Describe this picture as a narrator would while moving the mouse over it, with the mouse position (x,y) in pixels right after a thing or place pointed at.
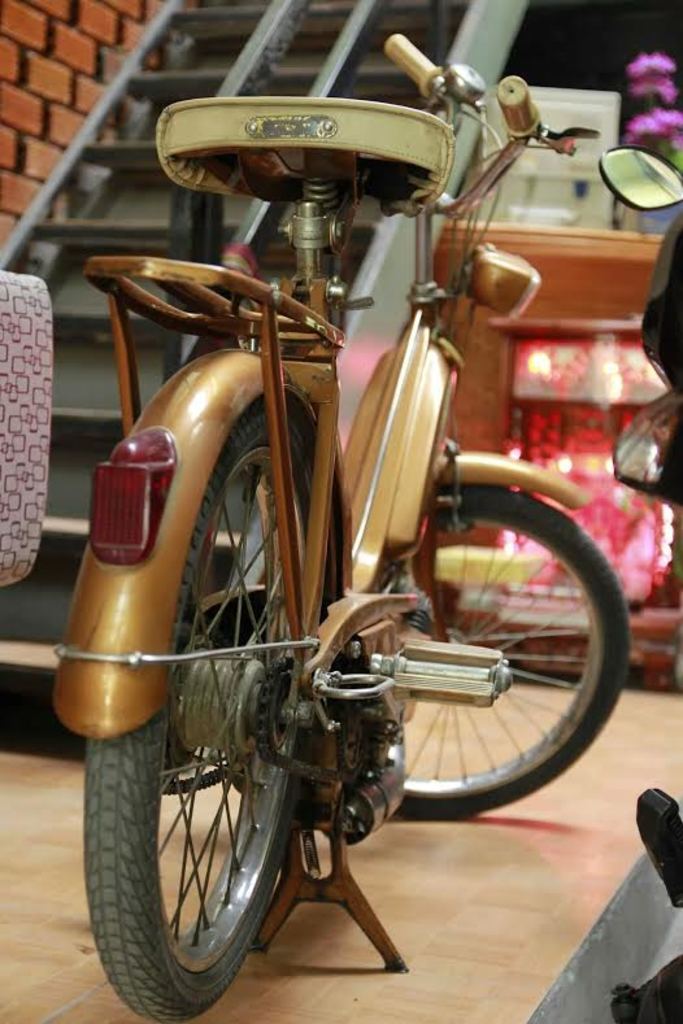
In this picture we can see a bicycle (288,708) on the path (322,1021) and in front of the bicycle (277,451) there is a staircase (152,142), mirror (637,198) and other things (544,237).
